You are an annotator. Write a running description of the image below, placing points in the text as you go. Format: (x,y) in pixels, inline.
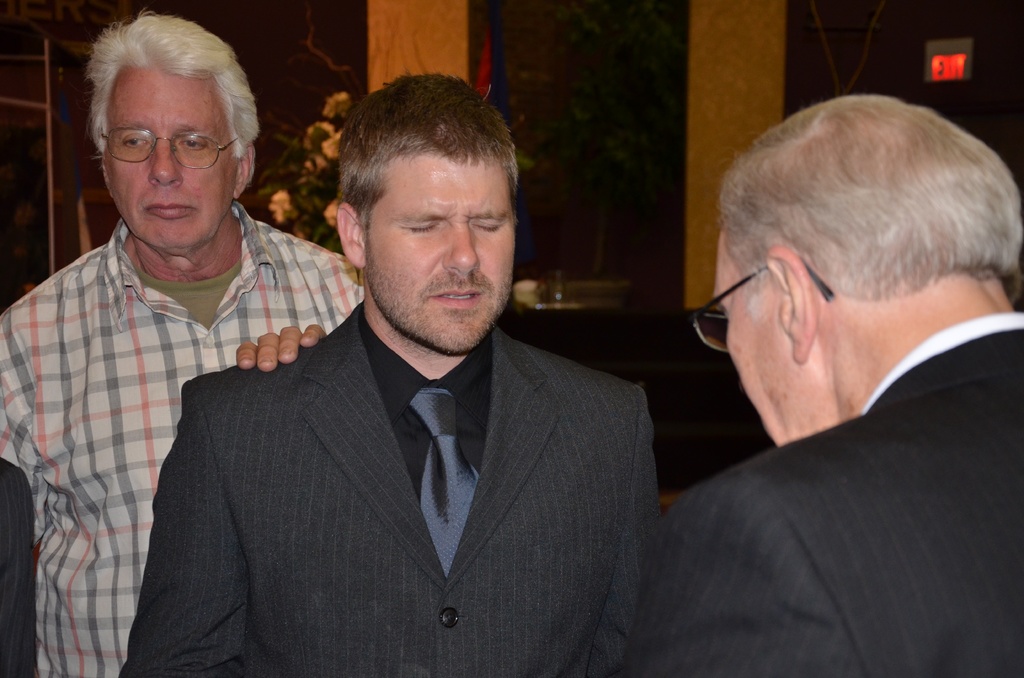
In this image we can see three men (439,395) standing. On the backside (292,225) we can see a plant (292,225) in a pot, a wall (682,179) and a signboard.
